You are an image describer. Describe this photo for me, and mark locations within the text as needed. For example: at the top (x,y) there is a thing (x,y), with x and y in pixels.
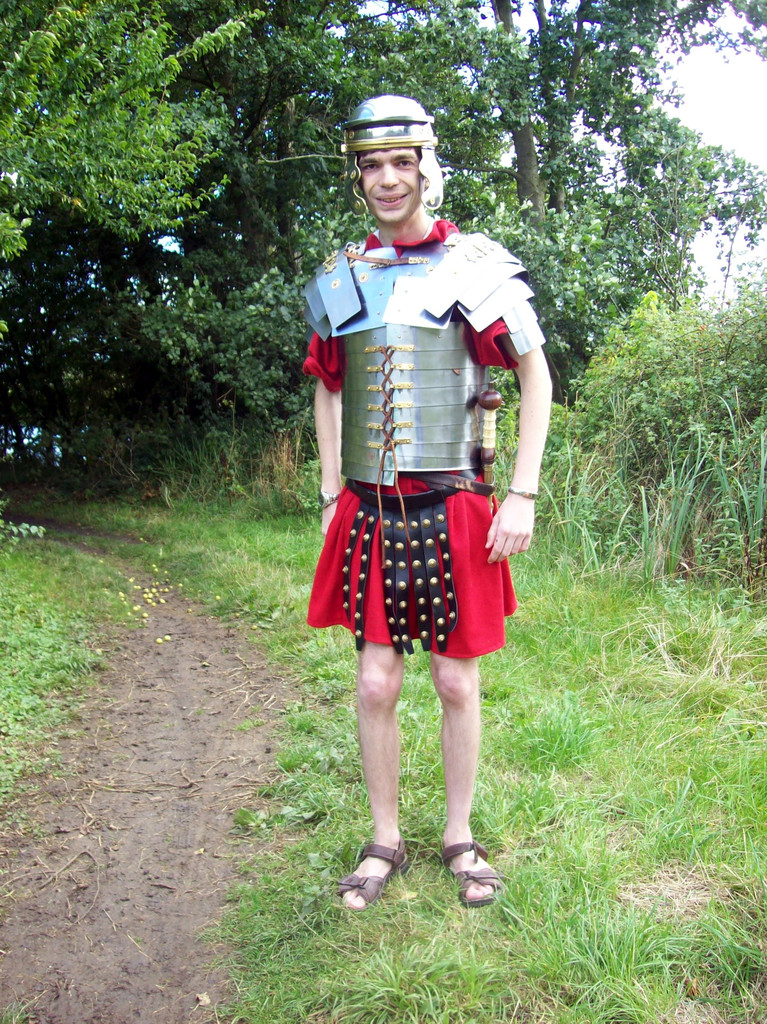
In this image in the foreground (545,417) I can see a man (528,403) wearing warrior dress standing on the grass (546,882) and at the back (493,180) I can see many trees (72,3).
